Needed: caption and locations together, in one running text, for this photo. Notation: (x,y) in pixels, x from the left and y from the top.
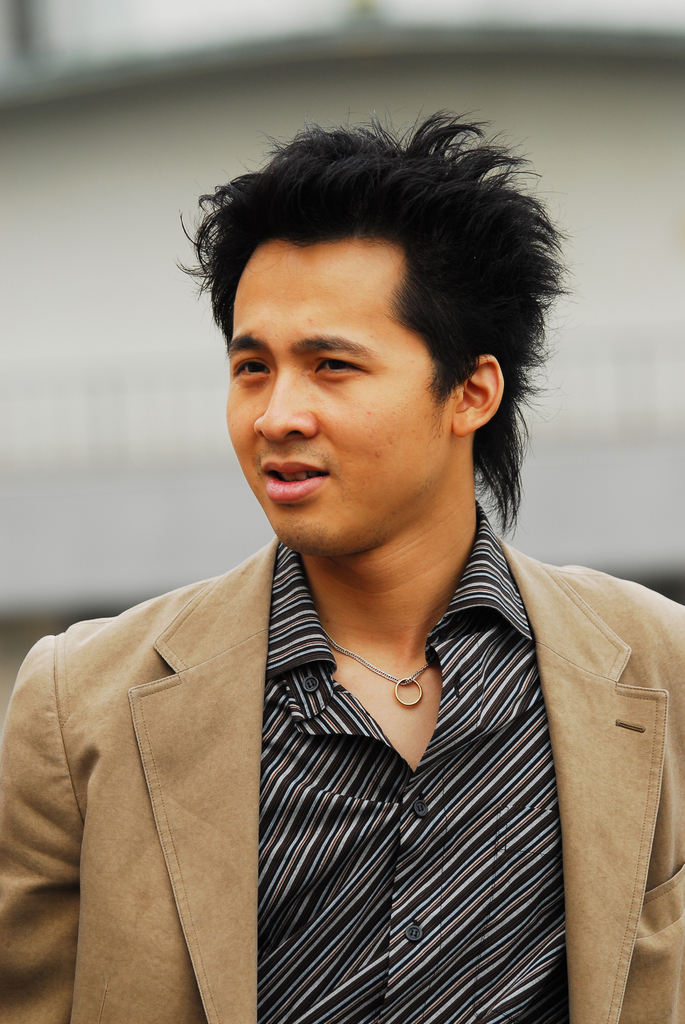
In this image, we can see a man (458,682) wearing chain (381,671) with ring (405,701). In the background (654,161), there is a blur view.
